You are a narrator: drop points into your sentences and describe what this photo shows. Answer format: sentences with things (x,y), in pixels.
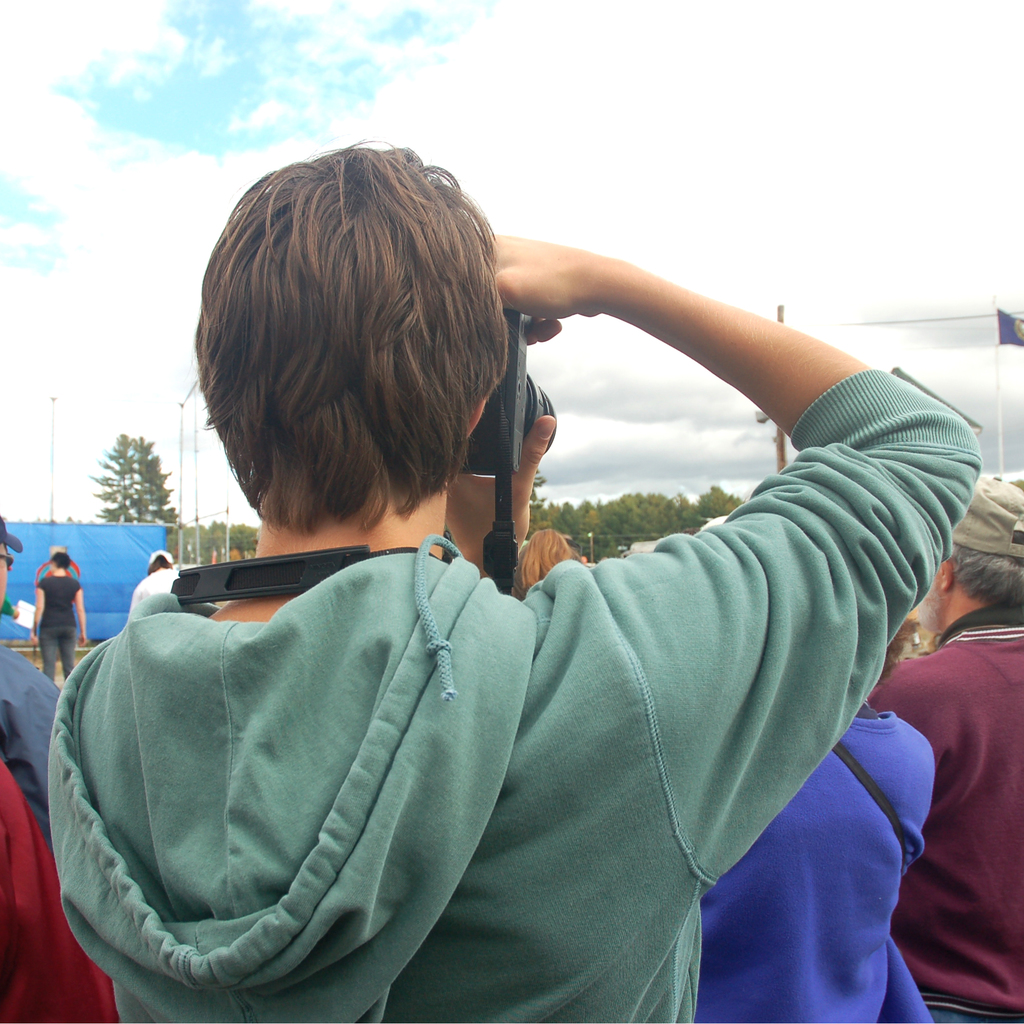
There are many people (725,796) in the image. There is a flag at the right side of the image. There is a blue color object (118,571) at the left side of the image (114,583). A person (260,488) is holding a camera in the image. There is a blue and cloudy sky (239,502) in the image.
